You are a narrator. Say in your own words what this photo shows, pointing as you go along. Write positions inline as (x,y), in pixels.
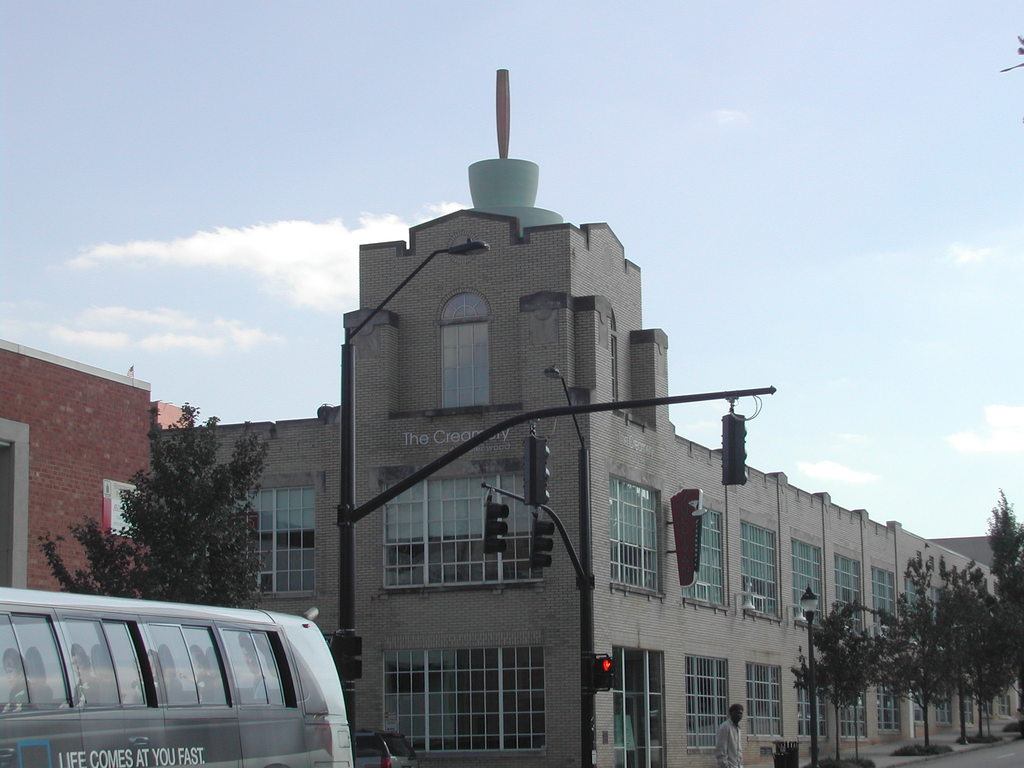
There is a person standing and we can see vehicles (264,727) and we can see lights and traffic signals (724,443) on poles (349,516). Background (502,276) we can see building (501,357), wall (98,445), trees (1006,660) and sky (763,169).
